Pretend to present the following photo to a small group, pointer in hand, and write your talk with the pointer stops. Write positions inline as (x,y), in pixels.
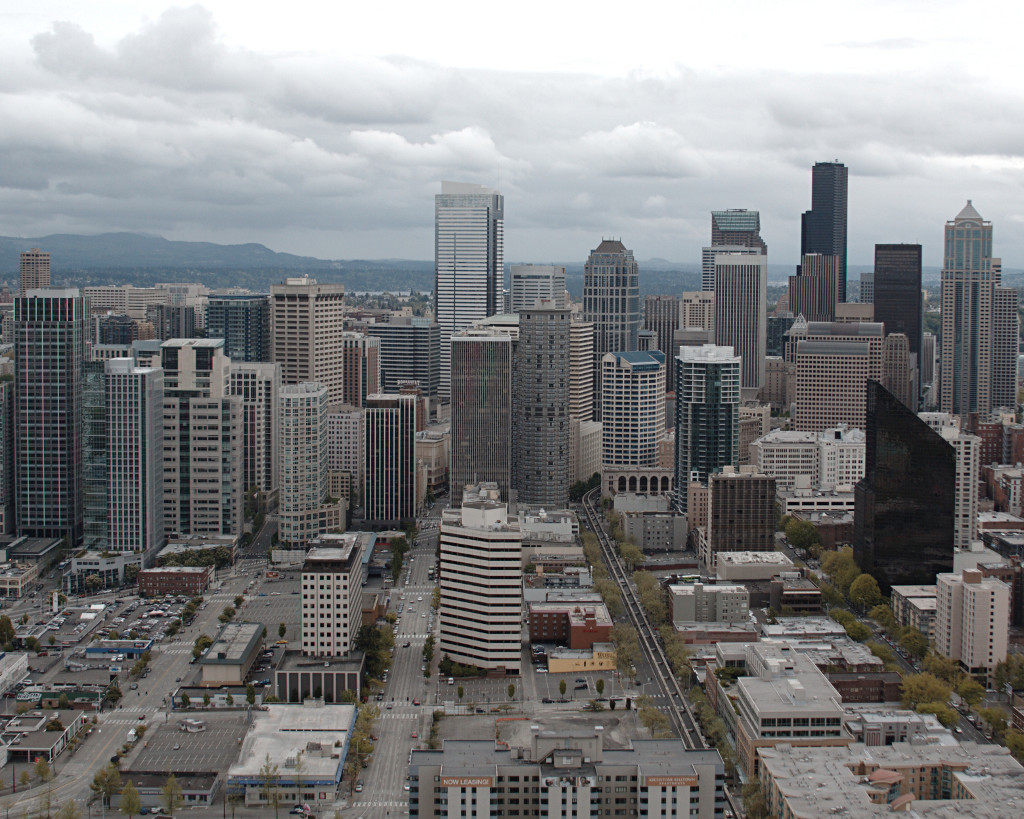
In this picture we can see buildings (555,557), trees (644,604), and vehicles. In the background (768,4) there is sky (587,120) with clouds (537,142).
